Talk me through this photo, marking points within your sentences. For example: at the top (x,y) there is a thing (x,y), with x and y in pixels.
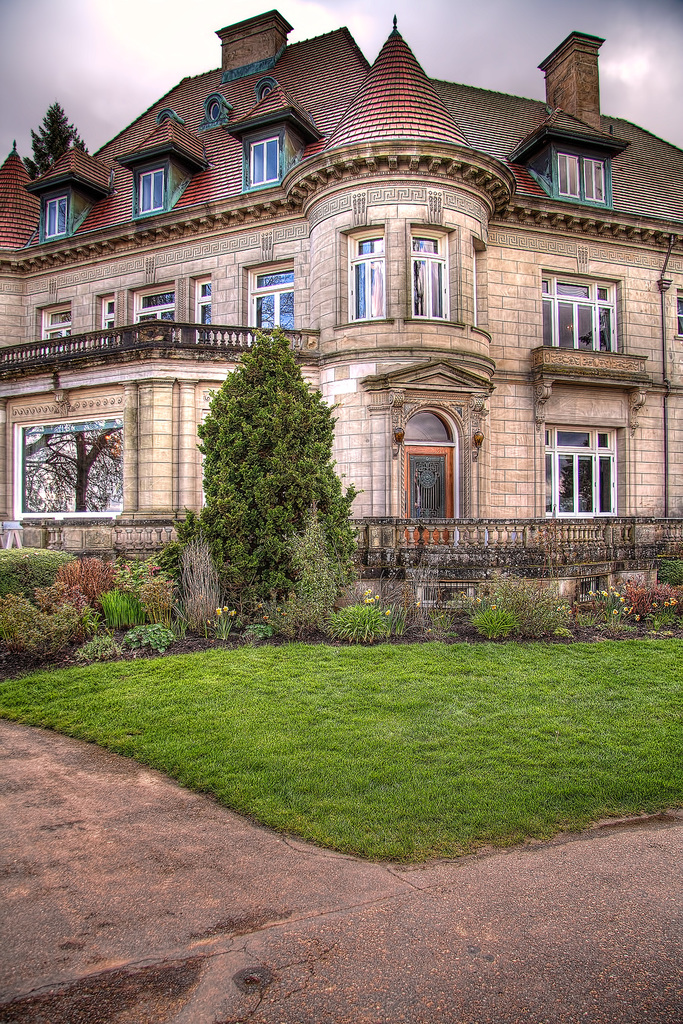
At the bottom (163,924) we can see road (162,902) and grass (318,753) on the ground (318,753). In the background (30,611) there are trees (270,583), plants (288,593), building (301,344), windows (56,326), door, roof (427,132), fence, objects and clouds (670,53) in the sky (145,72).
